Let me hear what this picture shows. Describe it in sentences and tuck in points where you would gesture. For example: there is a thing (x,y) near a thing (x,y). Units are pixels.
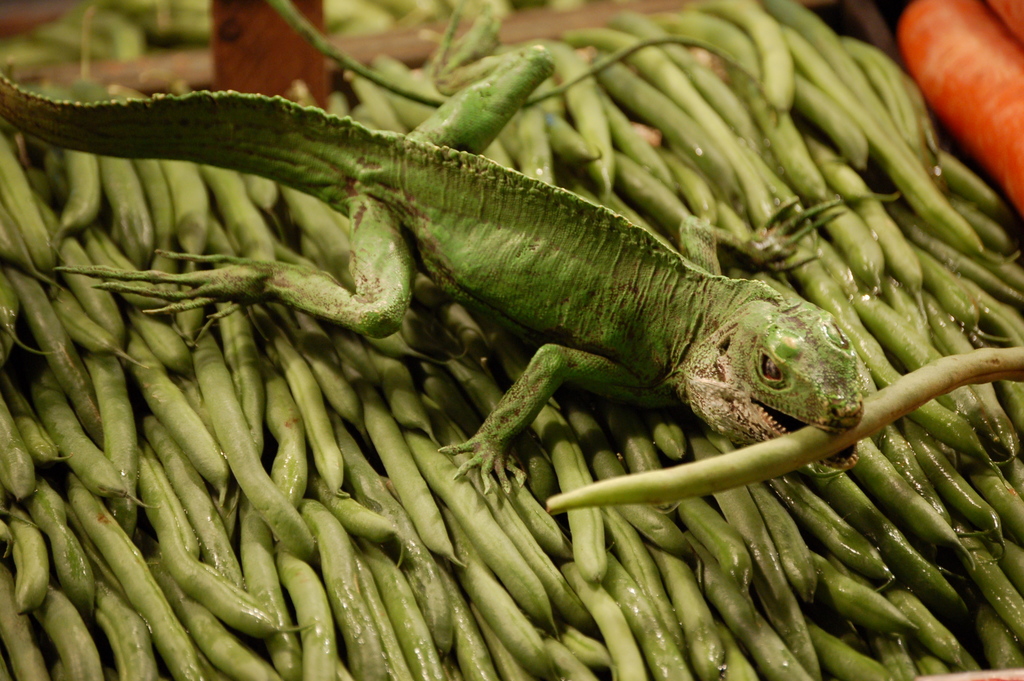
This image consists of a garden lizard (487,272). At the bottom (708,516), there are vegetables (558,452).
